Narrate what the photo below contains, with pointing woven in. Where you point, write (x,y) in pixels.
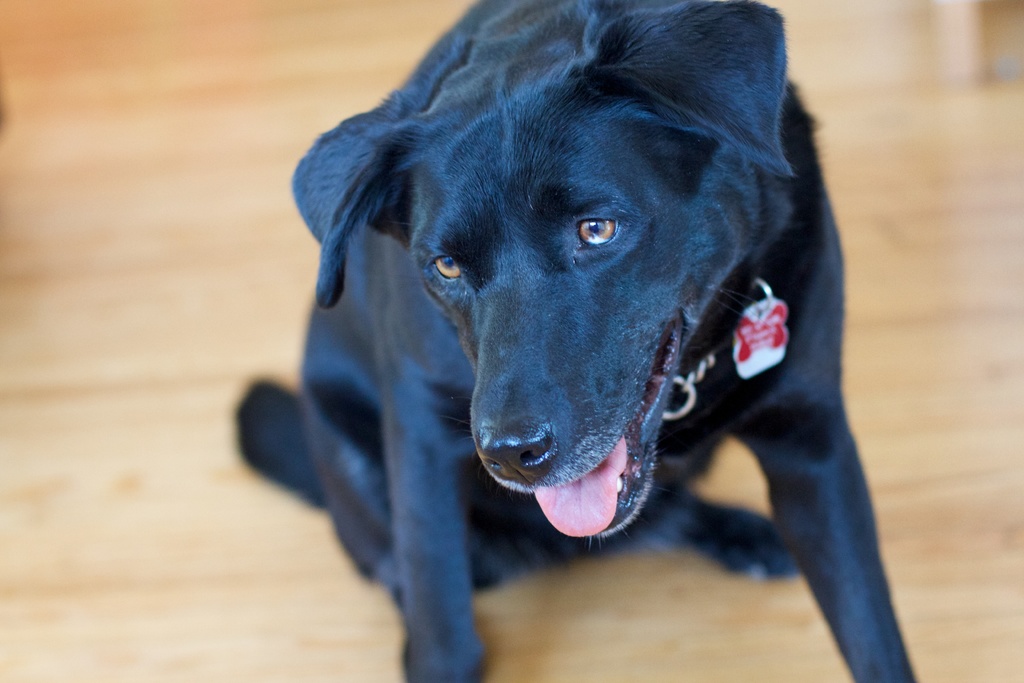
In this image we can see a dog (375,320) on the floor (216,567).
